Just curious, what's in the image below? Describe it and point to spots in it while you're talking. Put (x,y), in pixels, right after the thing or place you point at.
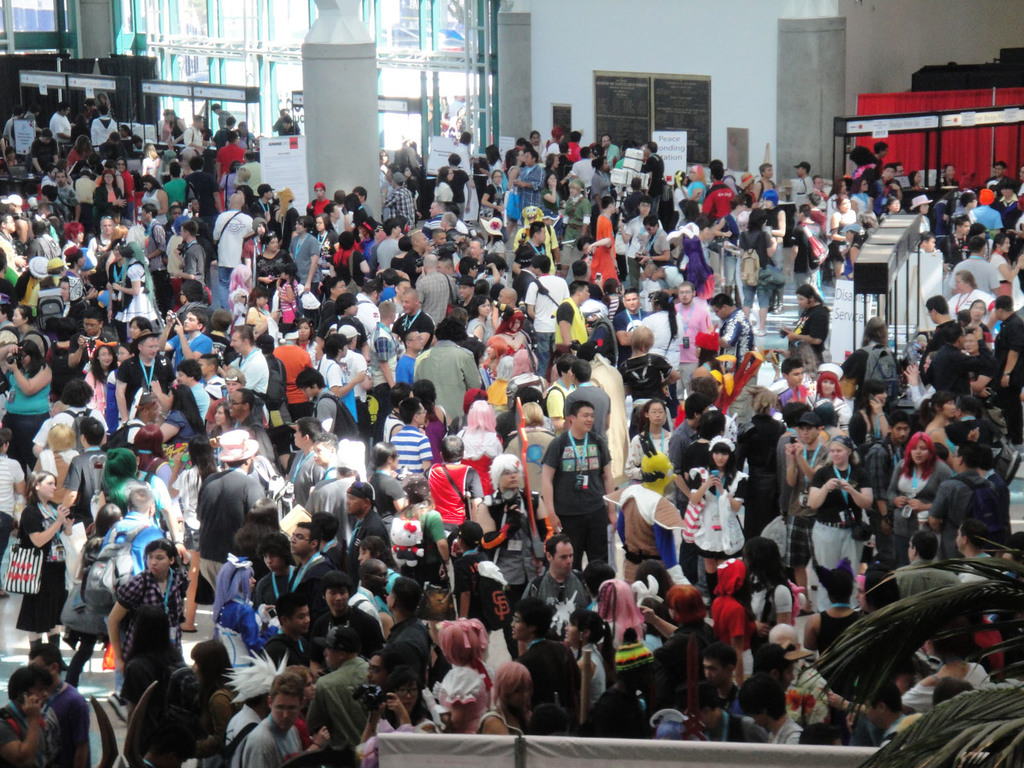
In this picture we can see leaves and a group of people (78,304) standing, bags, posters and some objects (620,173) and in the background (567,17) we can see the wall (616,40).
